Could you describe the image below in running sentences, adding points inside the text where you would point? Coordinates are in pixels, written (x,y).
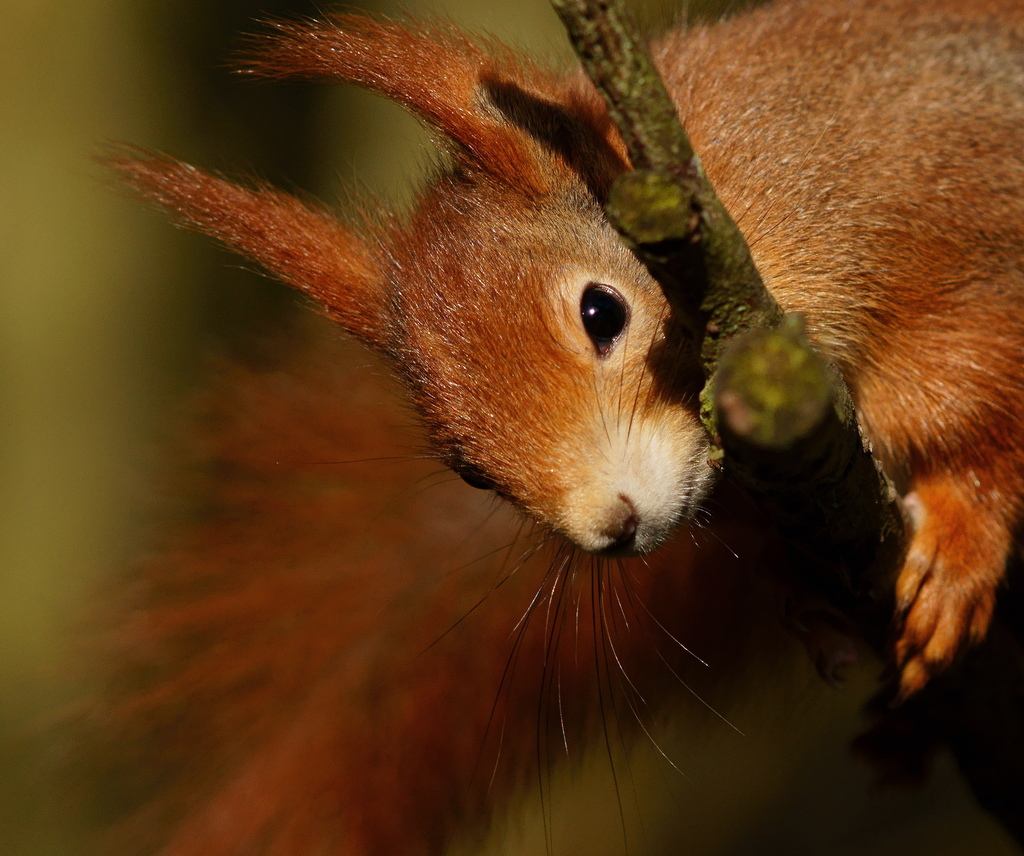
In this image we can see a squirrel (679,377) on the wooden stick (766,409), and the background is blurred.
